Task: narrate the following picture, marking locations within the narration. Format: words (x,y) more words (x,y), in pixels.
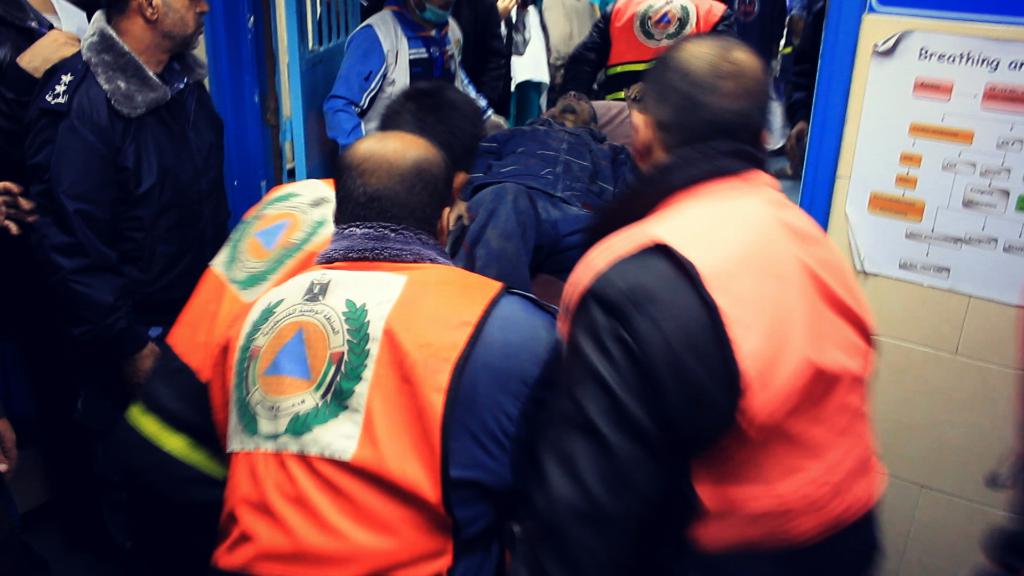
This image consists of so many people (374,327). They are carrying one man (534,156). He is lying. There is a sticker (896,136) attached on the right side (927,196). There is a door (316,116) at the top (308,116).
